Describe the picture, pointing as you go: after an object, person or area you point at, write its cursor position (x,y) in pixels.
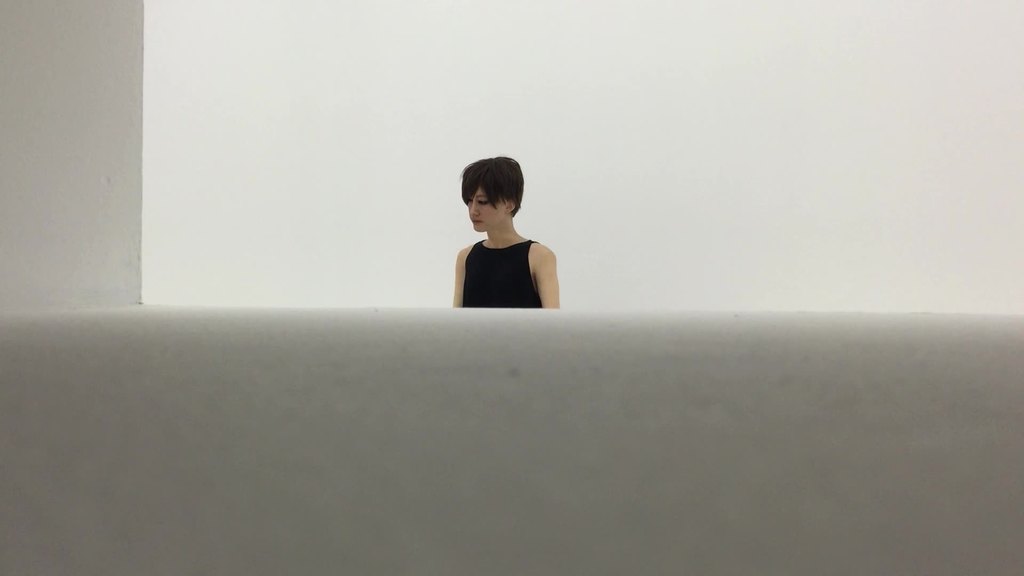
In this image we can see a woman (519,288) wearing black dress (529,244).
